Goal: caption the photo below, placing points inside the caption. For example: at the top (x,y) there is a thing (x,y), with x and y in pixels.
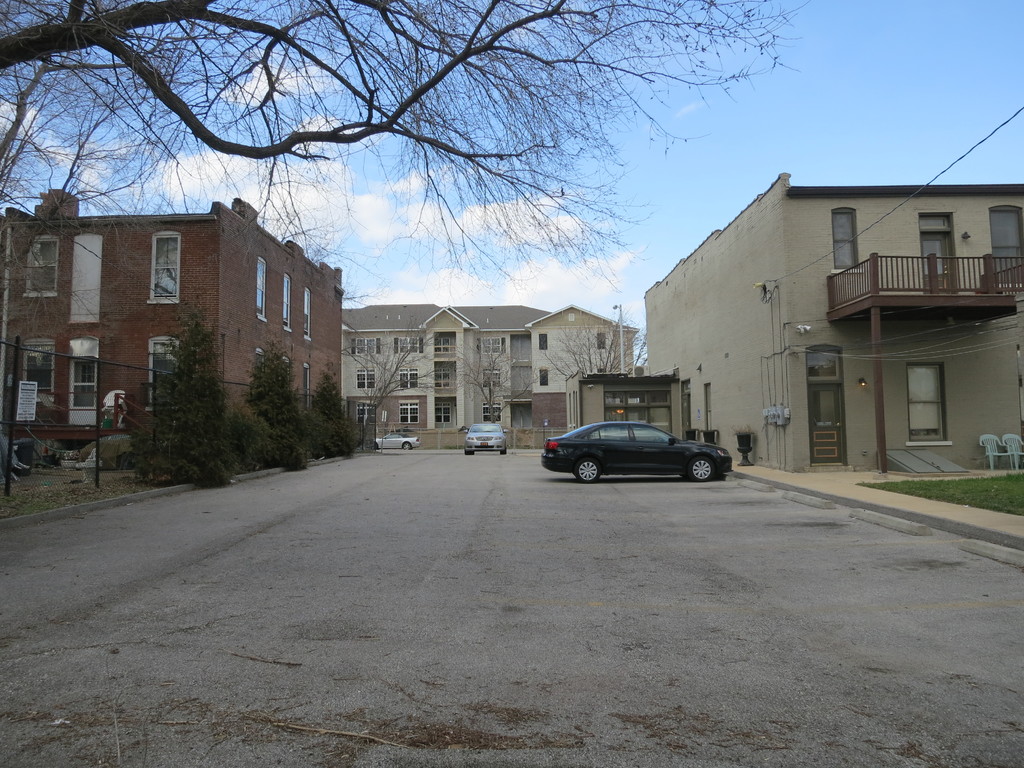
This image is taken outdoors. At the bottom of the image (514,582) there is a road (401,542) and three cars (500,430) are parked on the road (496,478). At the top of the image (541,149) there is a sky (343,145) with clouds (379,203). In the middle of the image (466,377) there are three buildings (439,356) with walls (735,321), windows (444,372), doors (85,350), railings (993,267), roofs (537,313) and balconies (523,385). There are a few trees (102,39) and plants (299,462). On the right side of the image (999,457) there are two empty chairs (995,469).
